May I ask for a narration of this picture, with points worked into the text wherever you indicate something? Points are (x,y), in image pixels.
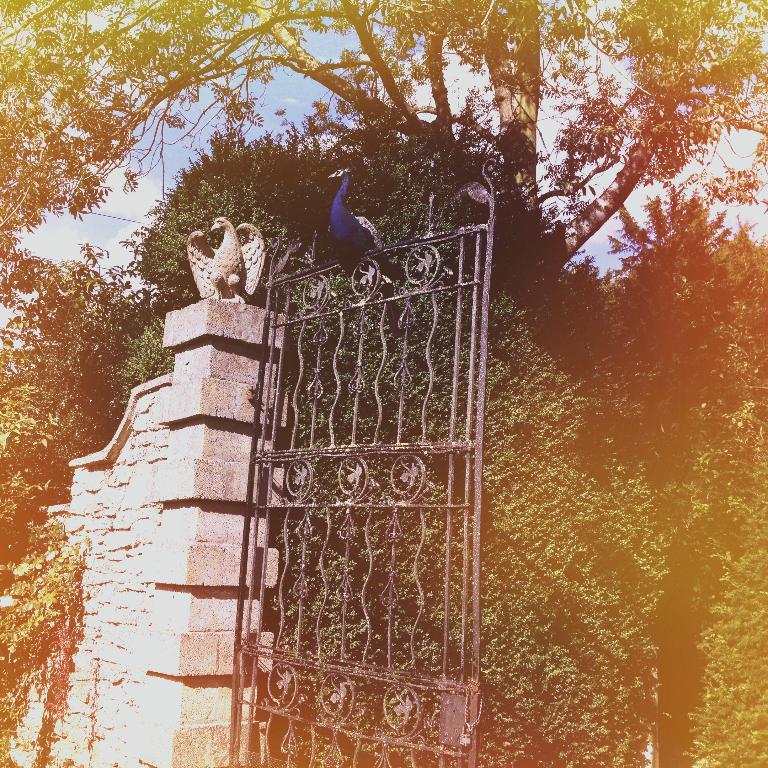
In the center of the image (302,316), we can see a bird (352,251) on the gate (327,446) and we can see a sculpture (210,260) on the wall (150,437). In the background (448,142), there are trees (141,171) and there is sky (285,91).
